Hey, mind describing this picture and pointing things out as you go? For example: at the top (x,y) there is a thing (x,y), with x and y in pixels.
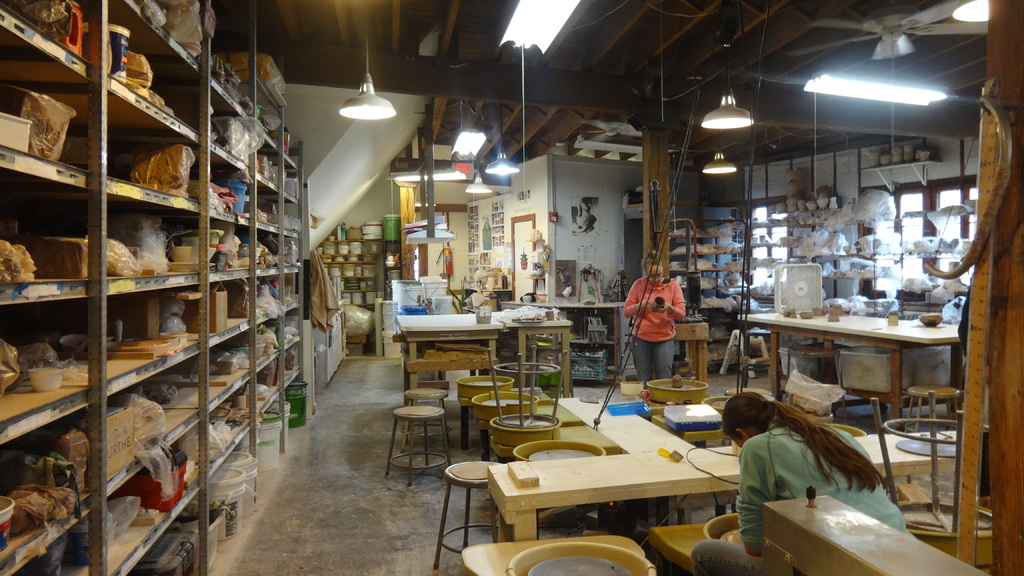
This image consists of two women (752,411). It looks like a manufacturing unit (490,370). In the front (550,469), we can see tables (598,486) and stools (529,377). At the top (464,16), there is a roof (488,140) along with lights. At the bottom (313,460), there is a floor (308,509). In the front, we can see many boxes (386,232). On the left (126,341) and right, there are racks (90,361).
